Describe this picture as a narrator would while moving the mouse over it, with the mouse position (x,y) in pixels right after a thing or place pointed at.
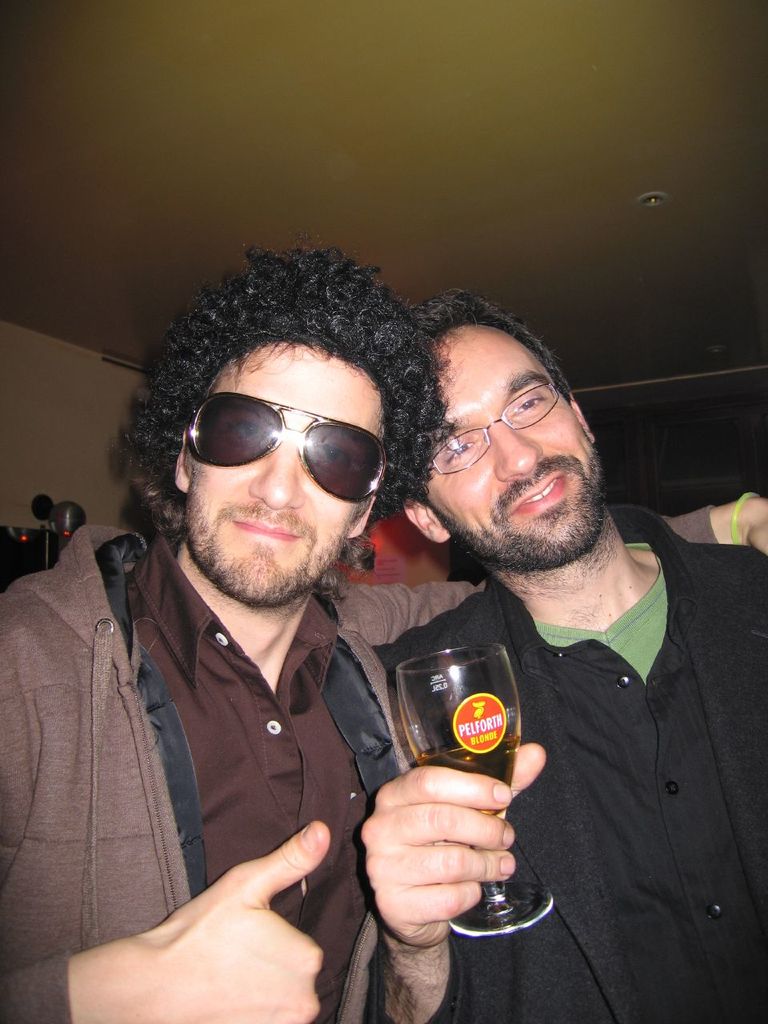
In this image I can see two persons (494,382), they both are wearing spectacles (227,454) and one person (526,710) holding glass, at the top (388,270) there is a roof (628,109).
